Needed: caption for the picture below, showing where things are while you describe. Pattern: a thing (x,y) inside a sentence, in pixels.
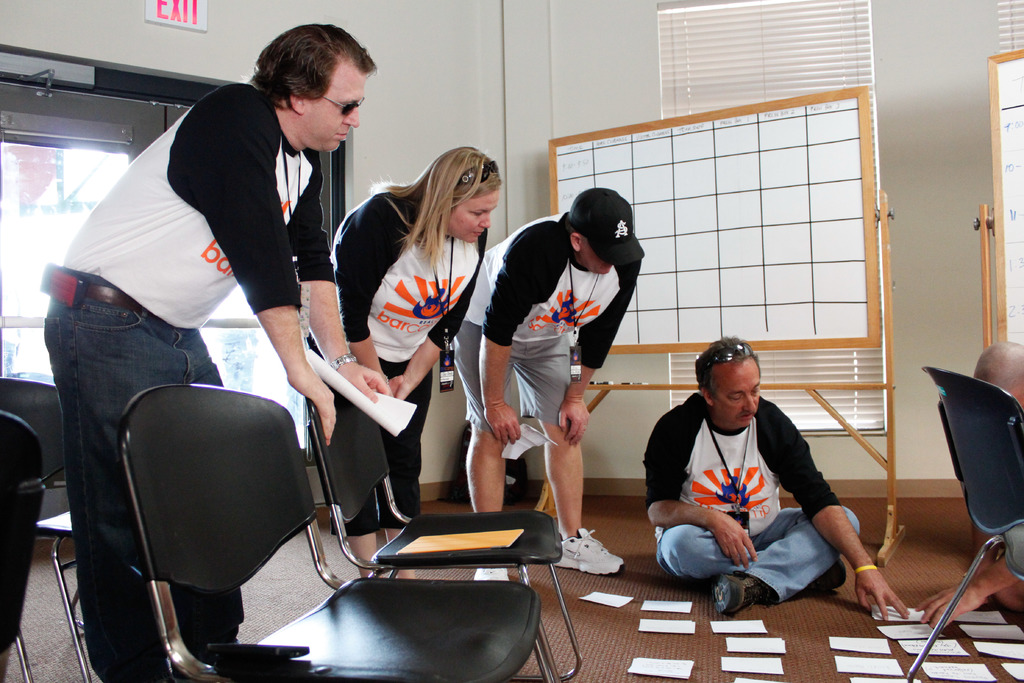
As we can see in the image there is a white color wall (511,109), window (774,380), chairs (490,673), few people (499,402) here and there and boards (813,160). On floor (766,624) there are papers (760,661).
